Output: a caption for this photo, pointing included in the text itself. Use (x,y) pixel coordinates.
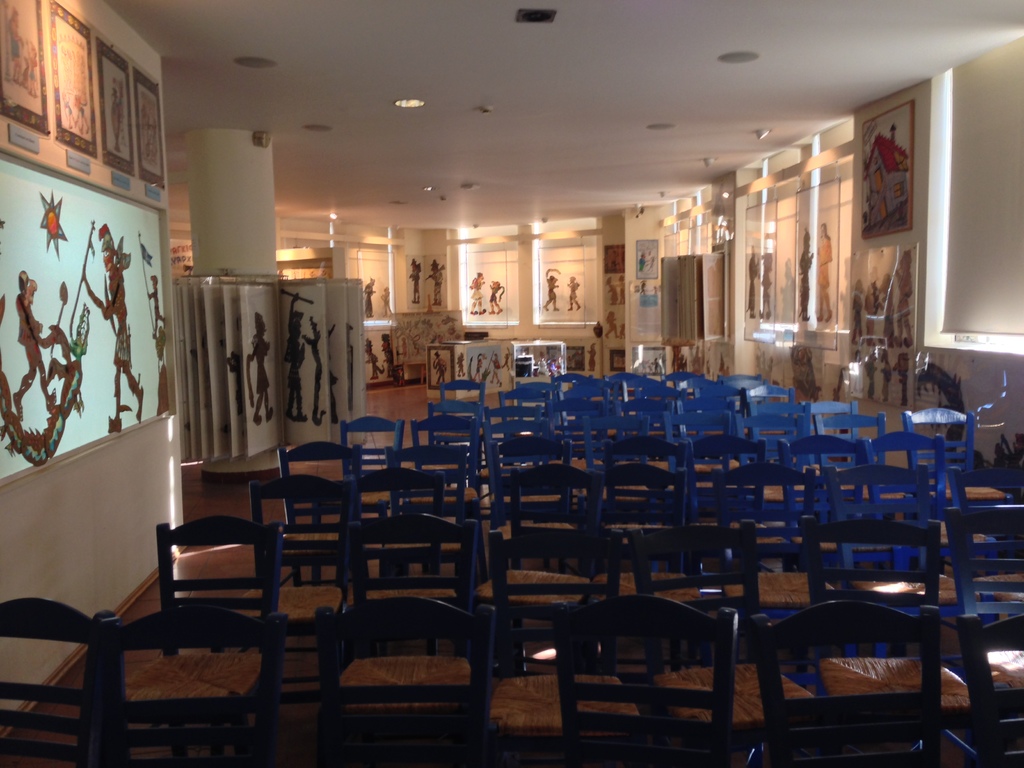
In this image I can see few chairs (708,529). They are in blue color. We can see few frames (132,133) attached to the wall (74,170). I can see window (961,108) and cream color wall (122,508).
